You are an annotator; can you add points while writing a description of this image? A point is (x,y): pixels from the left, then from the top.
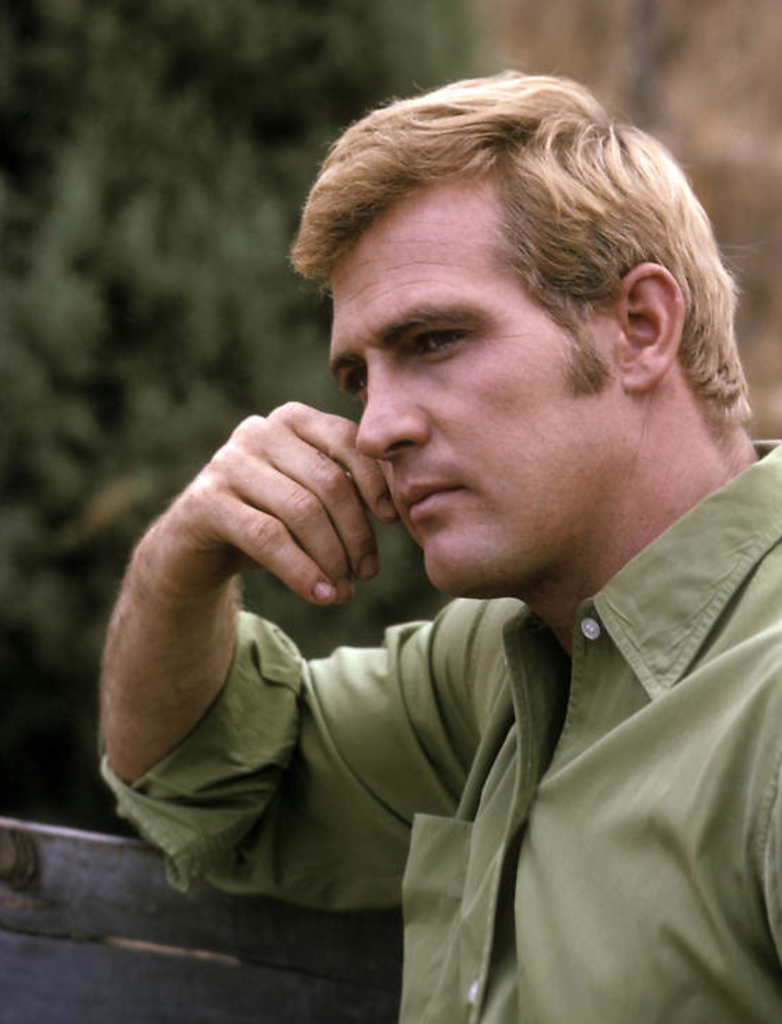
In this picture we can see a man (445,743) in the shirt (476,843) and behind the man (398,898) there is a wooden object (149,931) and some blurred trees (257,163).
